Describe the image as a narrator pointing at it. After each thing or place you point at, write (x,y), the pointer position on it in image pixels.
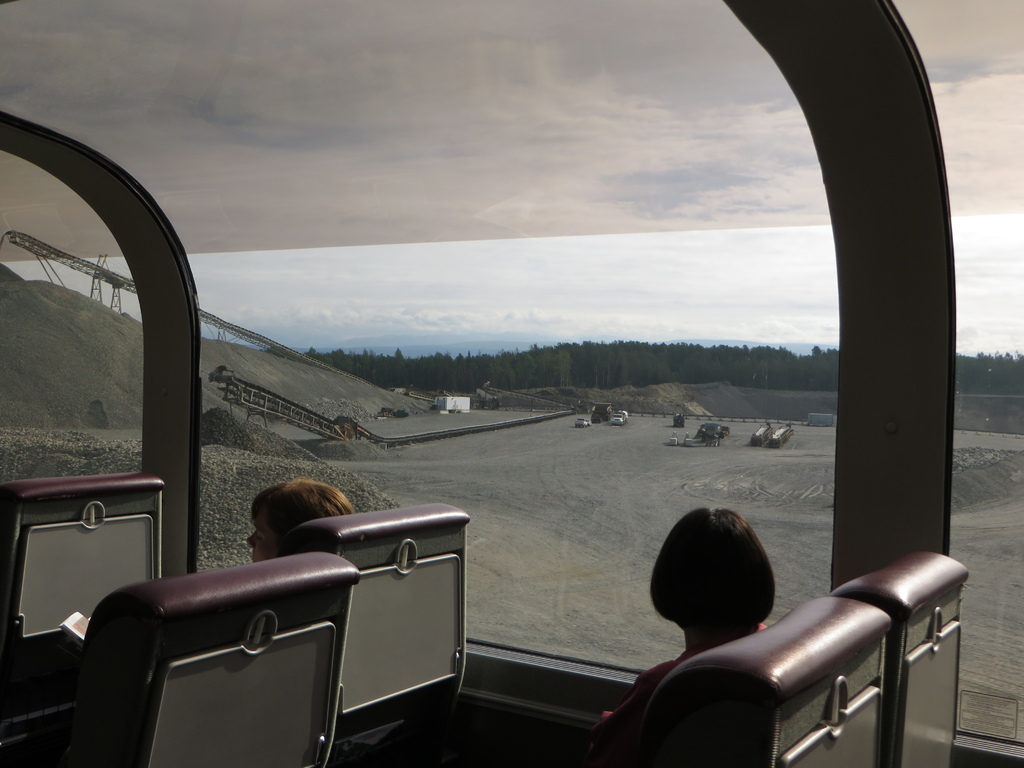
This is a picture taken from a vehicle (829,607). In the foreground of the picture (319,561) there are seats (99,539) and two women (722,623) seated. In the center of the picture (380,491) there is a mining land (51,394) and heavy machinery (124,283). In the background (620,354) there are trees (510,367). Sky (634,280) clear and little bit cloudy.
